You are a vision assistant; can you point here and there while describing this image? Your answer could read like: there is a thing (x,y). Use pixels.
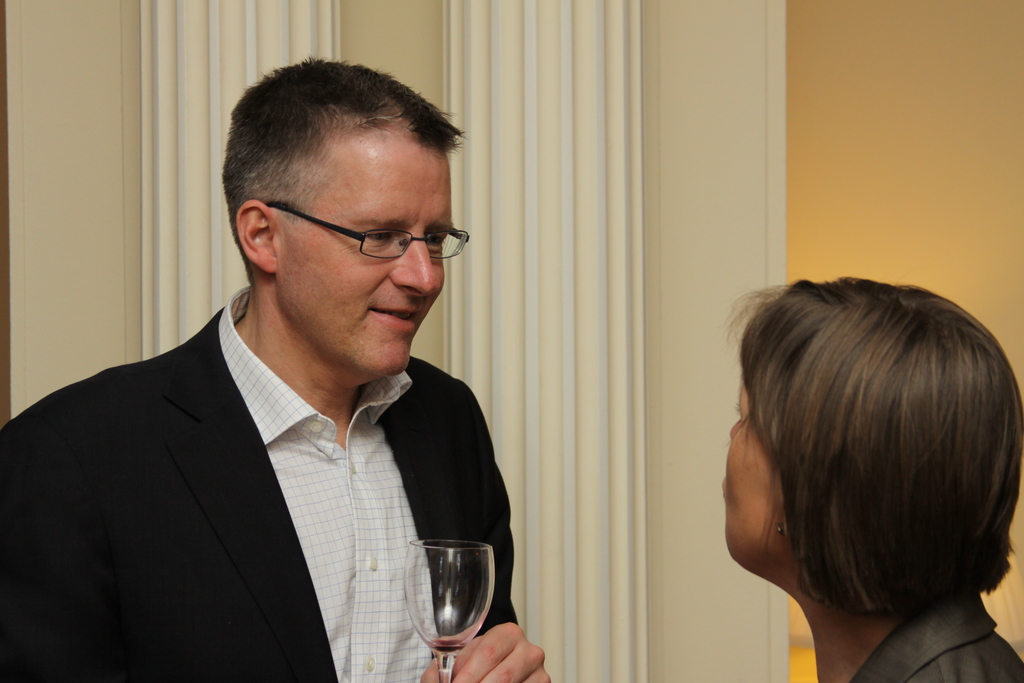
In the image we can see there are people (428,440) who are standing and the man (314,634) is holding wine glass (449,580) in his hand (491,675).
